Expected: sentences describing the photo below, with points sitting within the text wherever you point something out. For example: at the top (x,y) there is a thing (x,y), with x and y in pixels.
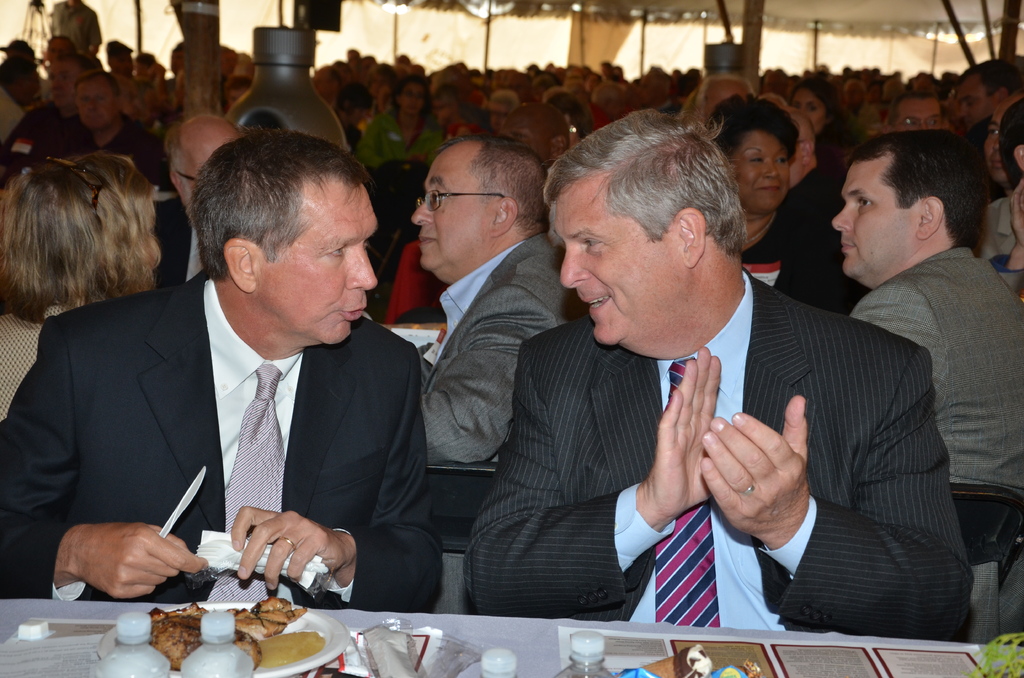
In this picture we can see two men (423,484) wore blazers (305,427), ties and in front of them we can see bottles (242,666), plate (290,666) with food items (280,619) on it, papers (650,650) and at the back of them we can see a group of people (485,180), clothes (826,184) and some objects (337,14).
